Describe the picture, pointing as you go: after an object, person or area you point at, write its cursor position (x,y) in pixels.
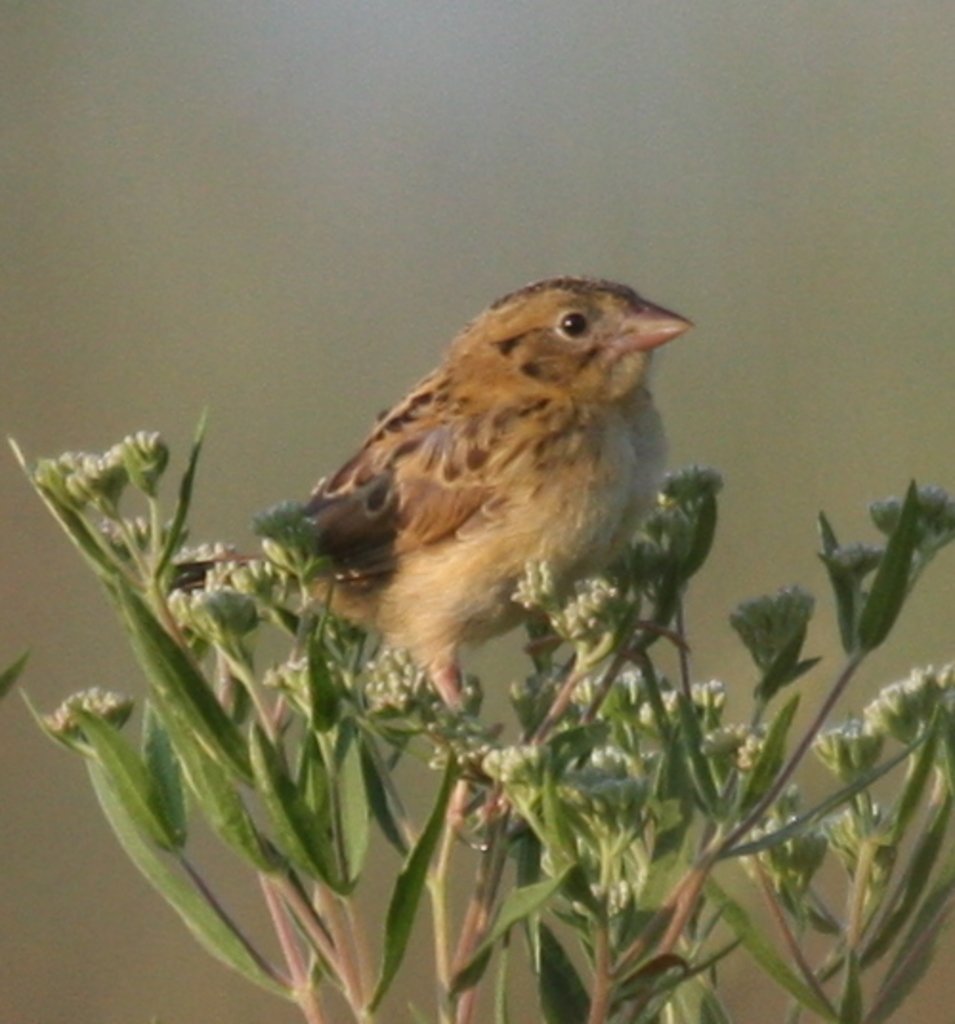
As we can see in the image there is a plant (514,705) and bird (499,447). The background (534,86) is blurred.
